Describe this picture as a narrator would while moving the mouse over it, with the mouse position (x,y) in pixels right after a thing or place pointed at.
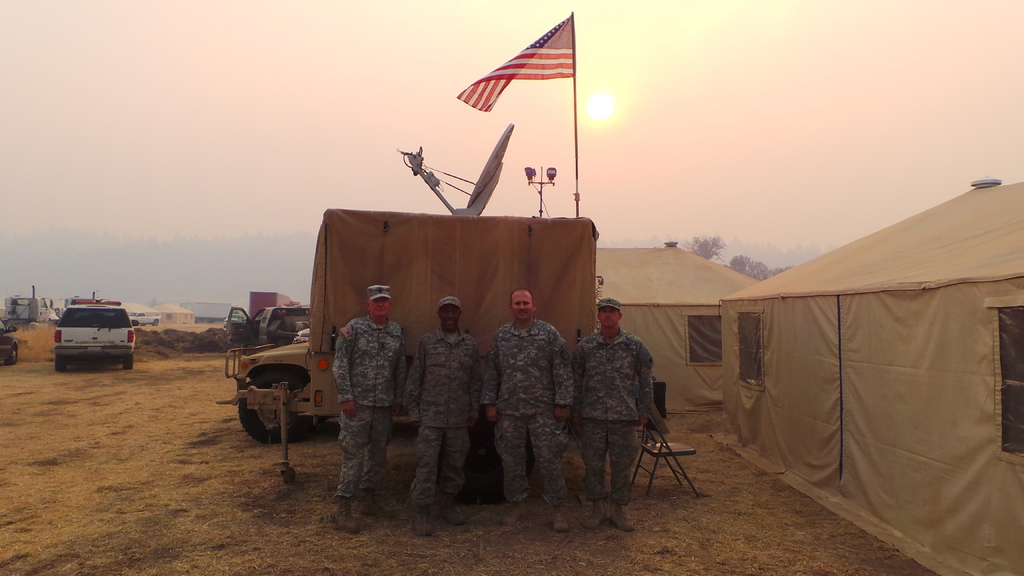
In this image I can see few persons (453,403) wearing uniforms (459,392) are standing on the ground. I can see a vehicle (292,365), an antenna (497,156), a flag (521,77), few other vehicles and few tents (681,301). In the background (696,224) I can see few trees (795,254), the sky (201,223) and the sun (595,107).
